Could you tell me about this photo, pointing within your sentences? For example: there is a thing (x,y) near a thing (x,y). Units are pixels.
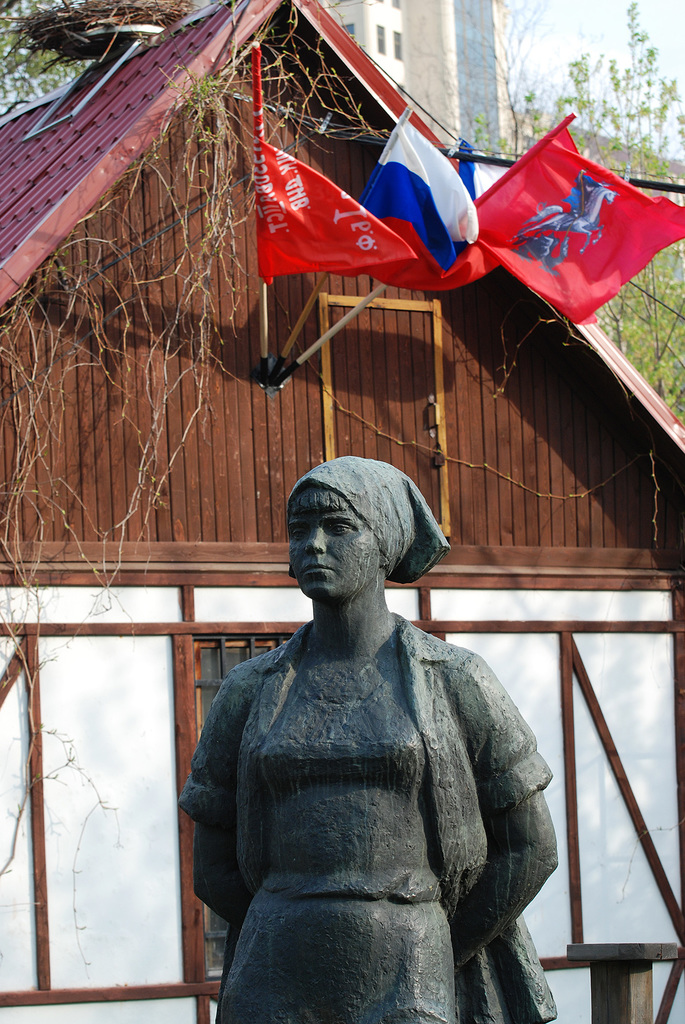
In this image I can see a person's statue (461,959), house (465,561), flags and trees (636,321). In the background (574,8) I can see buildings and the sky (603,19). This image is taken during a day.
